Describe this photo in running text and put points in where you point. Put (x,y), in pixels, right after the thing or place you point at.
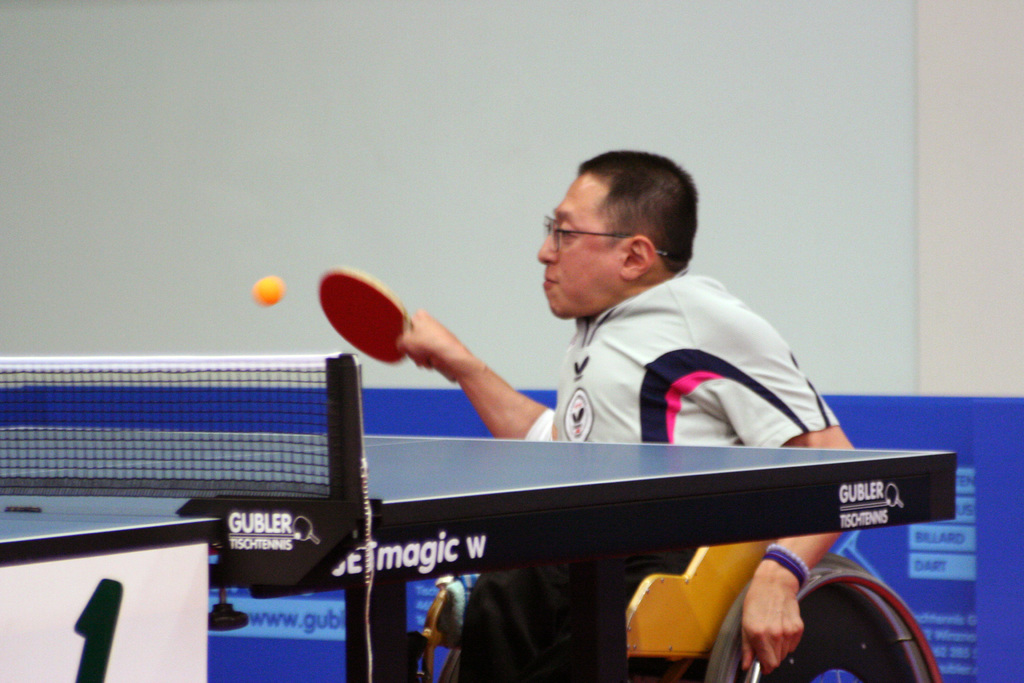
There is a person (579,371) wearing specs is holding a table tennis bat (383,317) and sitting on a wheelchair (722,620). In front of him there is a ball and a table tennis (400,446) with net (241,446). In the background (914,442) there is a blue color wall (925,431) with something written on it.
